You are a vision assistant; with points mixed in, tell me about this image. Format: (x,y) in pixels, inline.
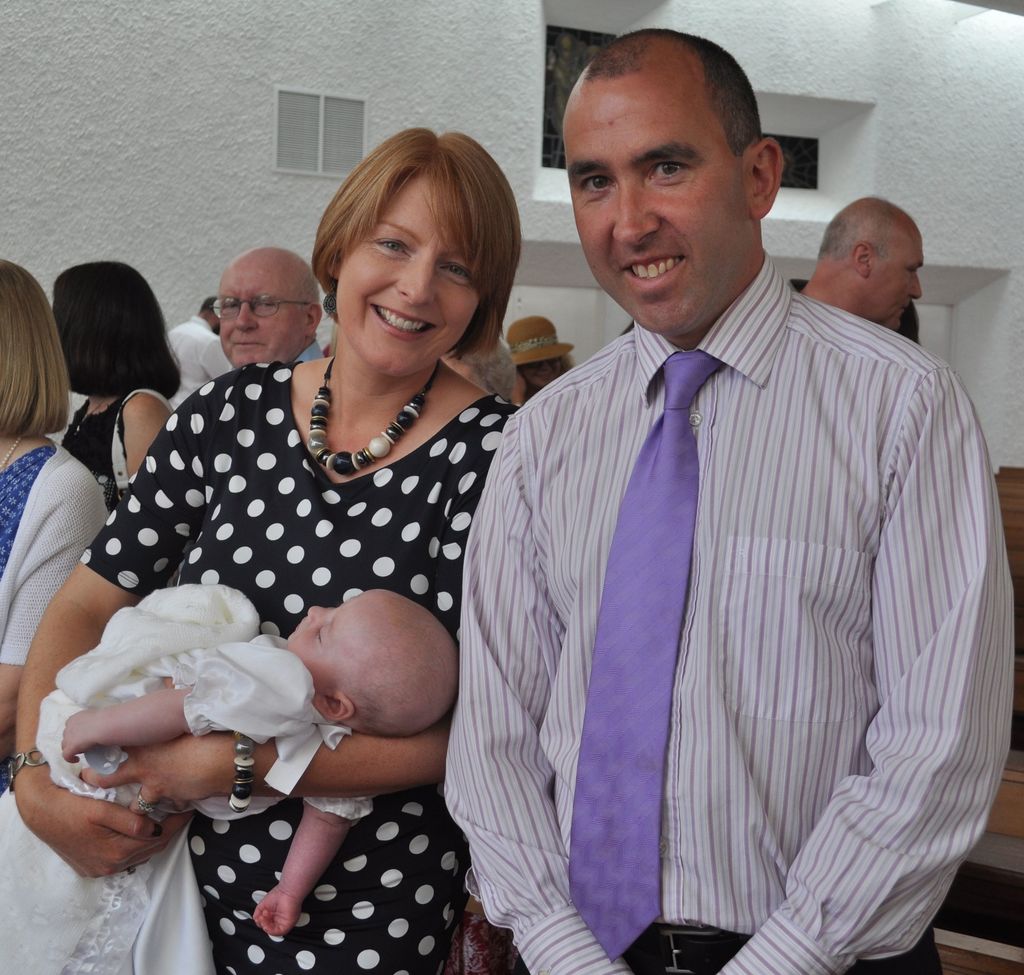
In this image we can see a few people (281,603), among them, one person (340,589) is carrying a baby (372,659) and in the background (569,321) we can see a building (917,52).
